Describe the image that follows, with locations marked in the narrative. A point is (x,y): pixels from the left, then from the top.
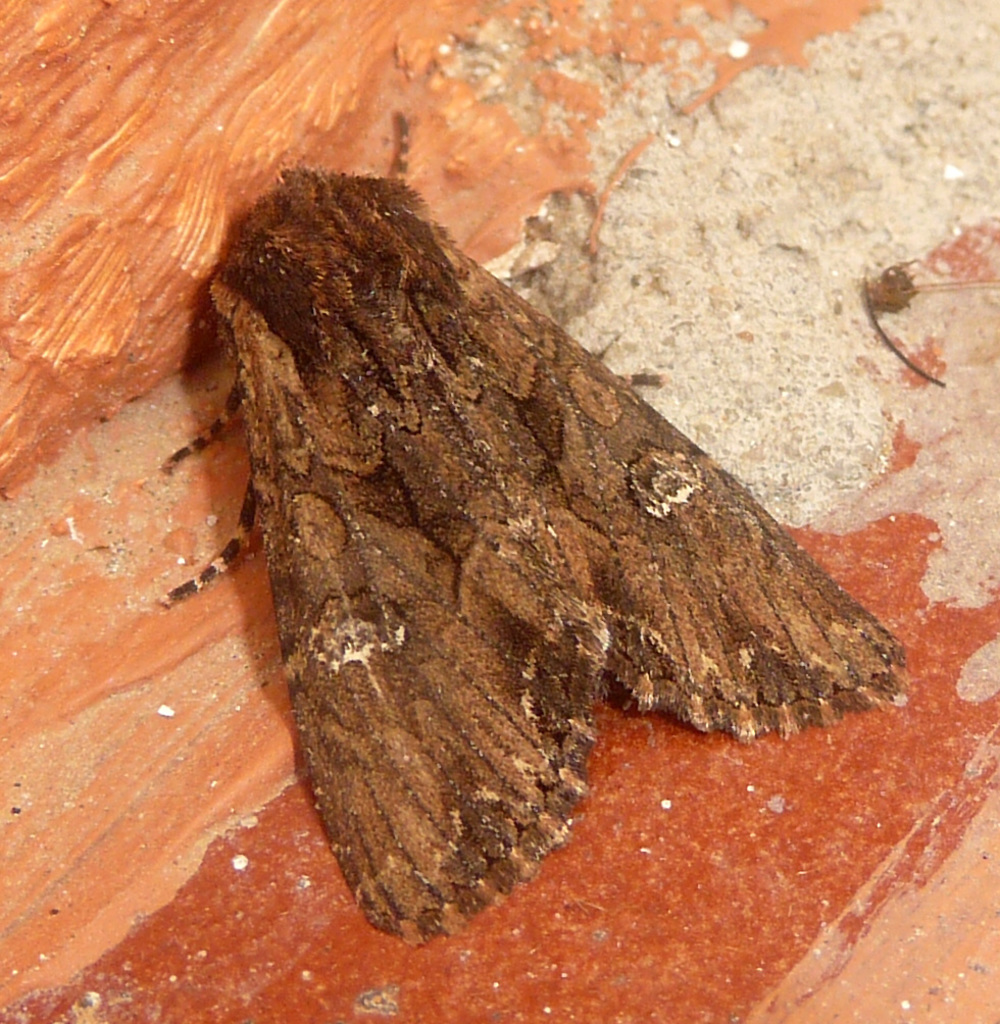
In the picture I can see a brown house moth insect (390,222) on the wooden block (608,316).
